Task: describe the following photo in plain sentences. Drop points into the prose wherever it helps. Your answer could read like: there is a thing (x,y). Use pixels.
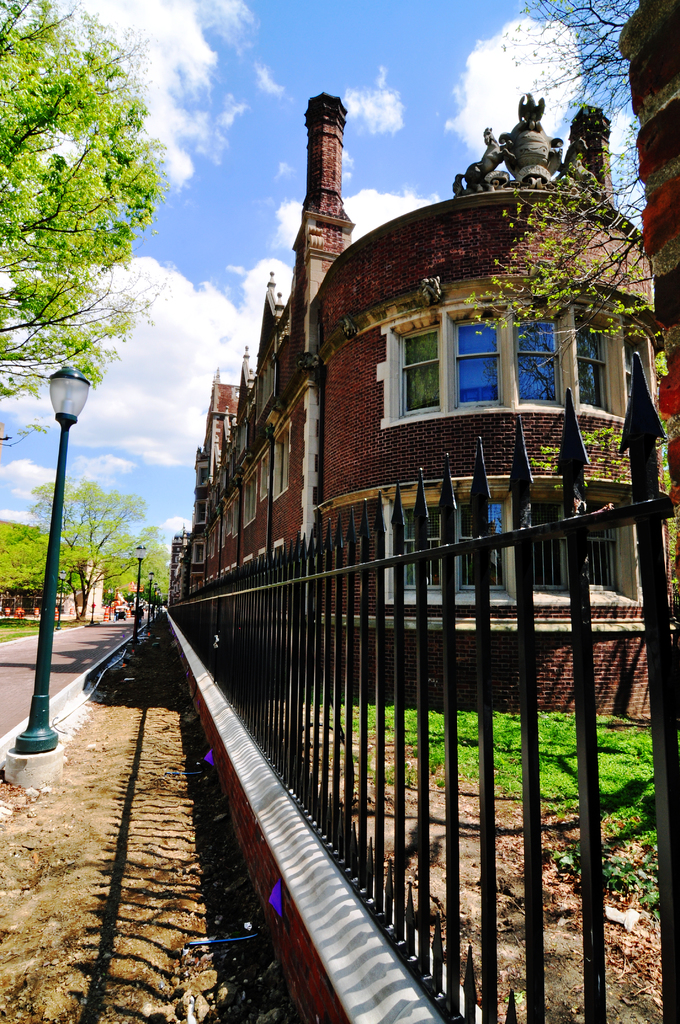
In this picture I can see that there is a railing (453,882) at right (456,907) and there is a pole (33,702) here it has a lamp (56,413), there is a walk way (55,648) on the left (69,528) with few trees (22,345), there is grass (636,742) on the right (647,746) and there is a building (595,339), there is a tree (586,11) at right (530,12) and the sky (299,113) is cloudy.
